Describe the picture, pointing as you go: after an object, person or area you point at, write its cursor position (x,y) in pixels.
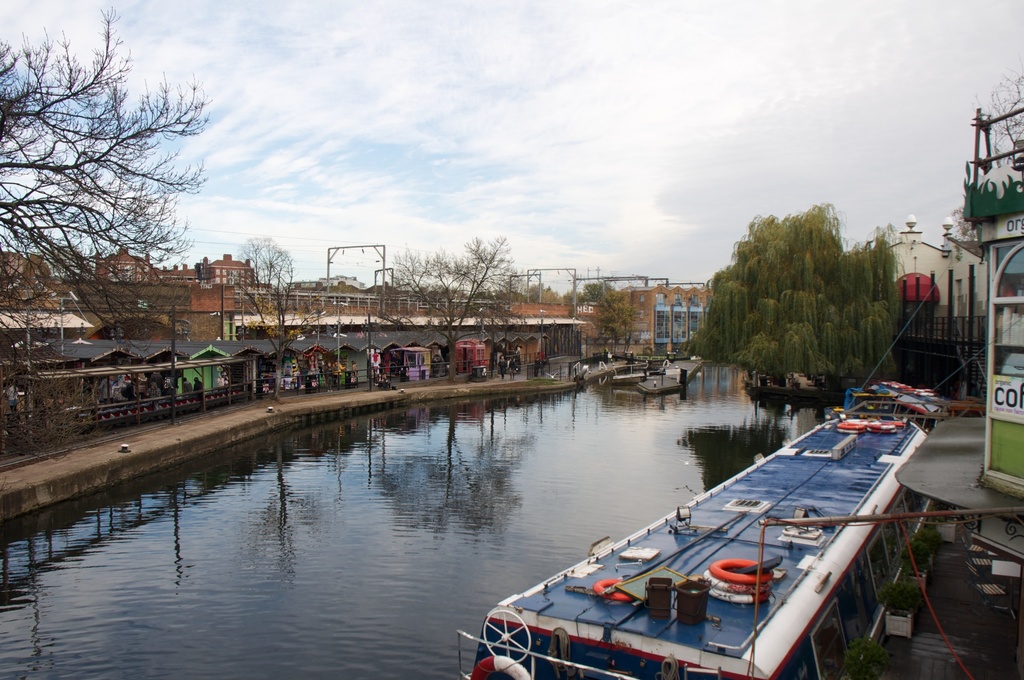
In this picture I can see there is a canal (645,502) and there are boats (690,501) and there are buildings (138,345) and trees (725,334) and the sky (410,160) is cloudy.
